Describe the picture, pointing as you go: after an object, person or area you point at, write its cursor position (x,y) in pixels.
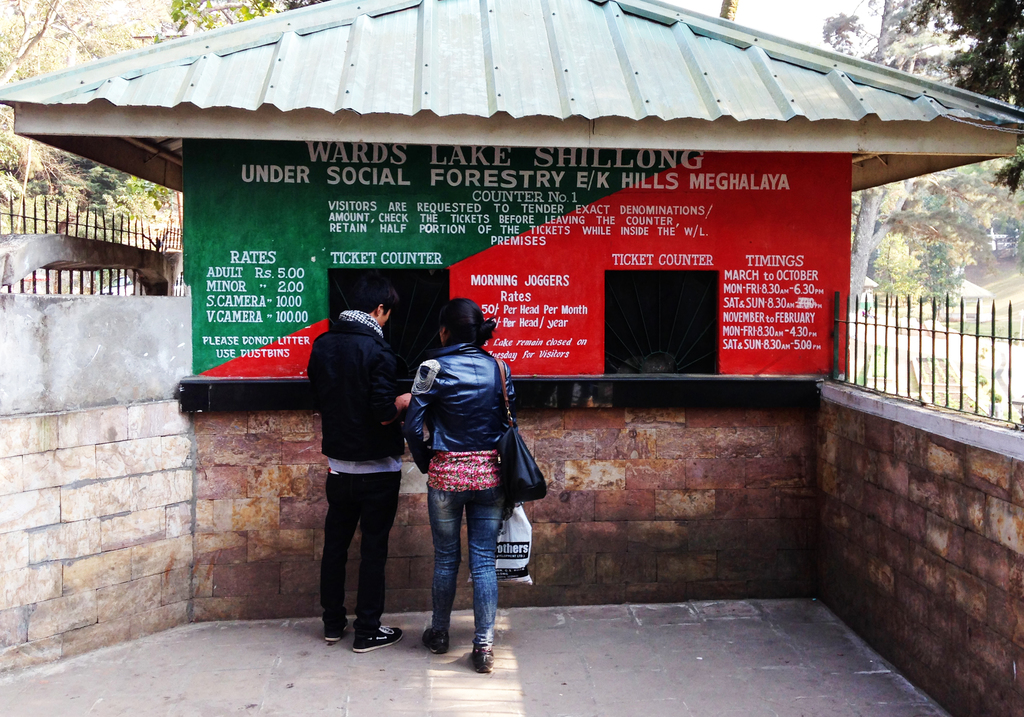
In this image I can see two persons (480,463) wearing black jackets (420,385) are standing on the ground (395,650). In the background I can see the building (476,270), two walls (105,374), the railing (909,369), few trees (120,181) and the sky (869,26).
